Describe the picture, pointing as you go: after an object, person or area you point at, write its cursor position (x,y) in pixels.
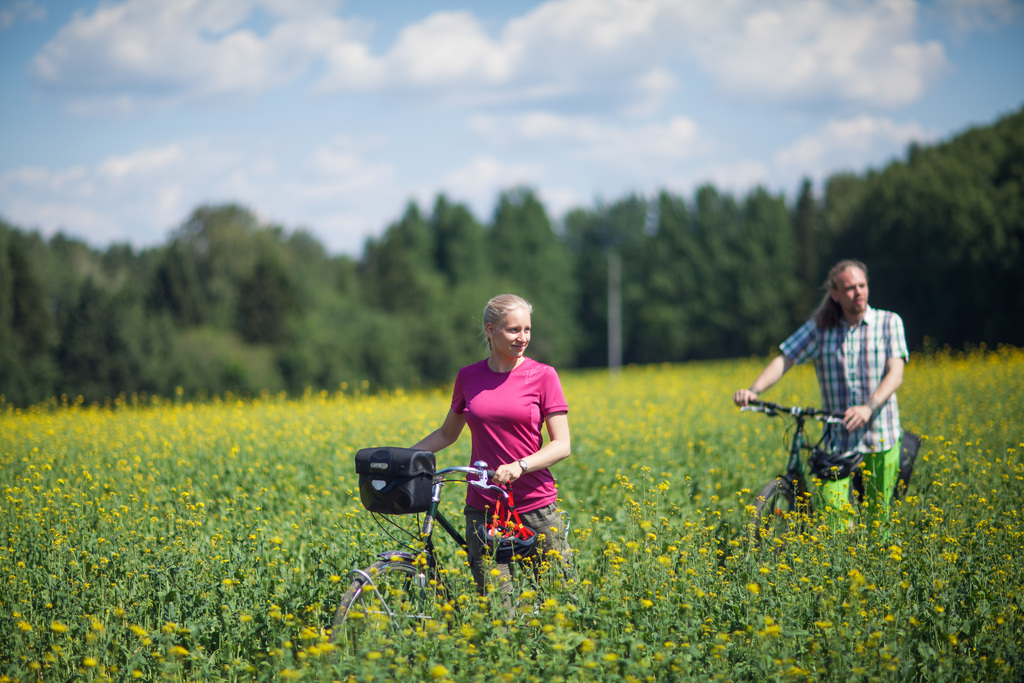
In this image I can see plants (630,407) and I can see there are two persons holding the bicycle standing on the ground (572,575), at the top (387,119) I can see the sky (670,175) and trees (510,241).
